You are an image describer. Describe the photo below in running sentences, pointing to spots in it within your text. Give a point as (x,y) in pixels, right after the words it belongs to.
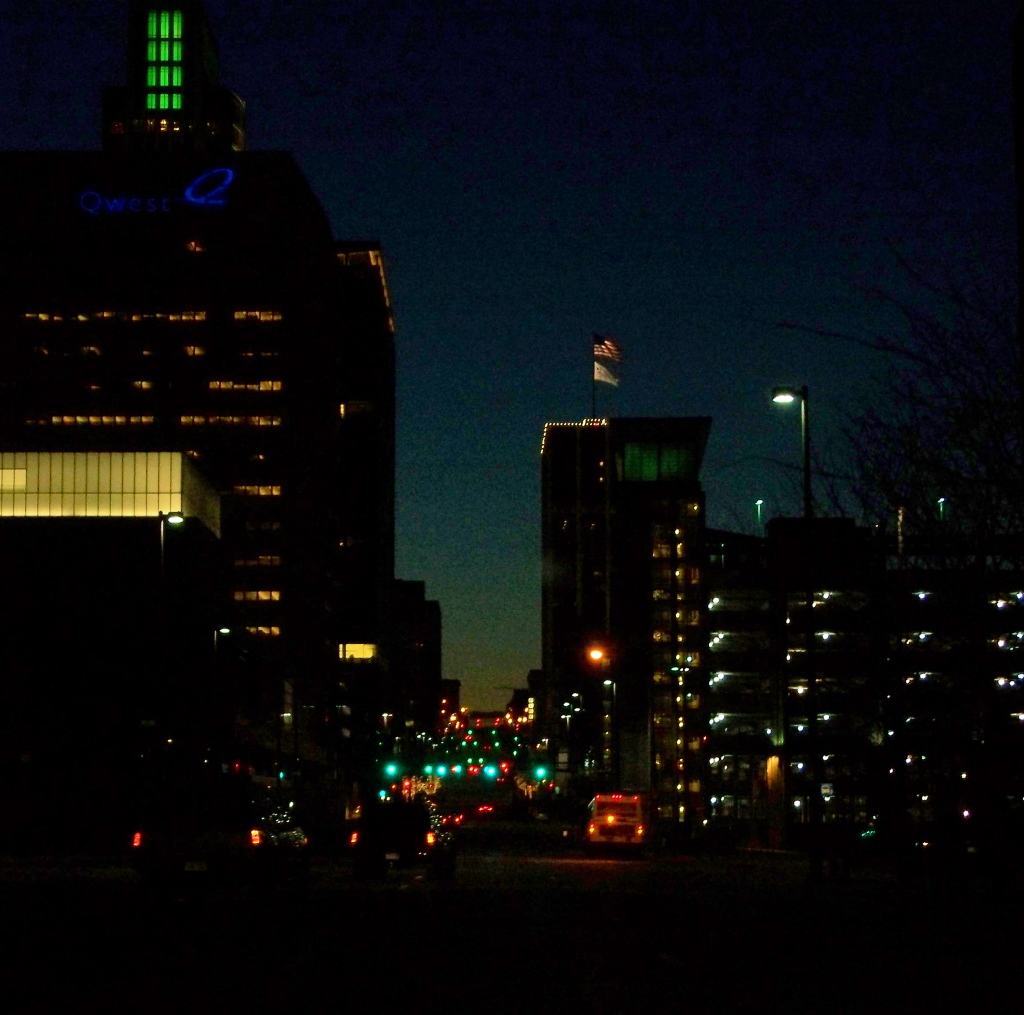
In this picture I can see there are some buildings (350,576) and there are some vehicles (423,864) moving on the road (565,970) and there is a pole (787,393) and trees (906,469).
